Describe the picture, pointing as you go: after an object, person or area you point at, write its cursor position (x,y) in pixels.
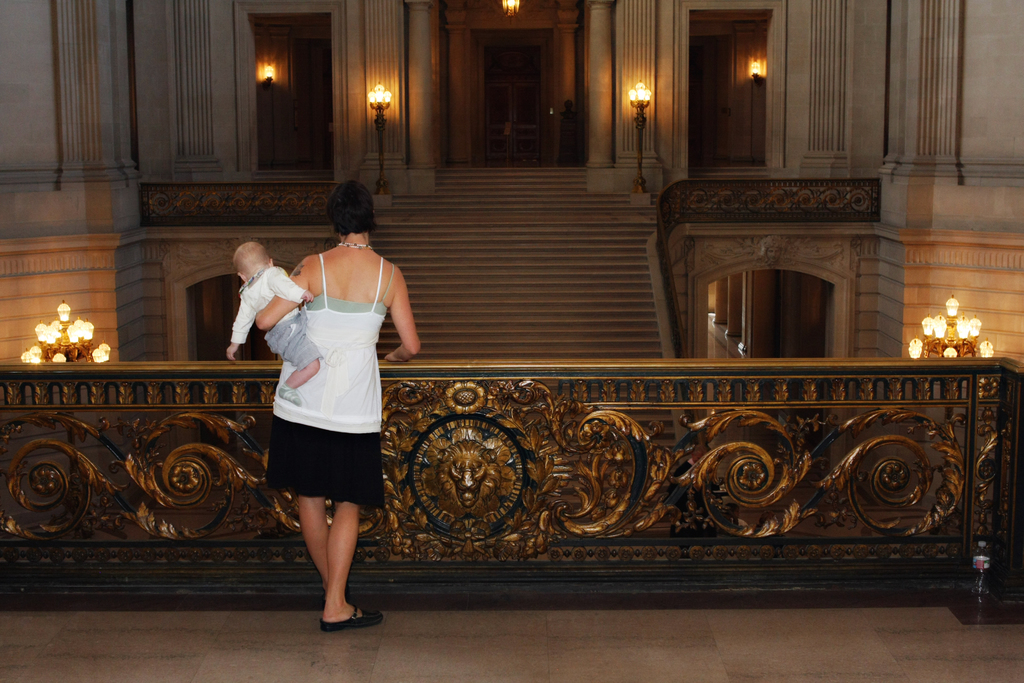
In this image there is a woman (256,317) standing on the floor (473,630) by holding the kid (301,346). In front of her there are steps (499,217) and lights (380,131). At the bottom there are two chandeliers (925,320). In front of her there is a wall (459,414) on which there are some engraving designs (491,464).
